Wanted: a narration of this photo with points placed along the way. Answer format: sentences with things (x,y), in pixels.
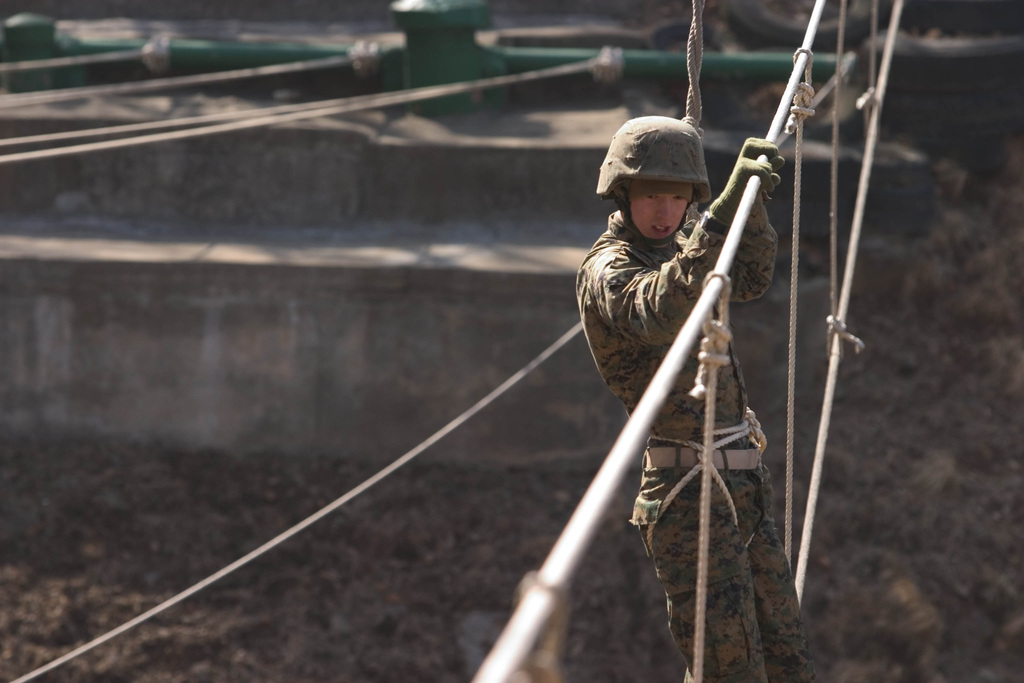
In this picture we can see a person (607,377) wore a helmet (694,174), gloves (754,171) and standing and in the background (894,100) we can see ropes (873,139), pipe (559,57), wall (454,125) and some objects (1001,75).
